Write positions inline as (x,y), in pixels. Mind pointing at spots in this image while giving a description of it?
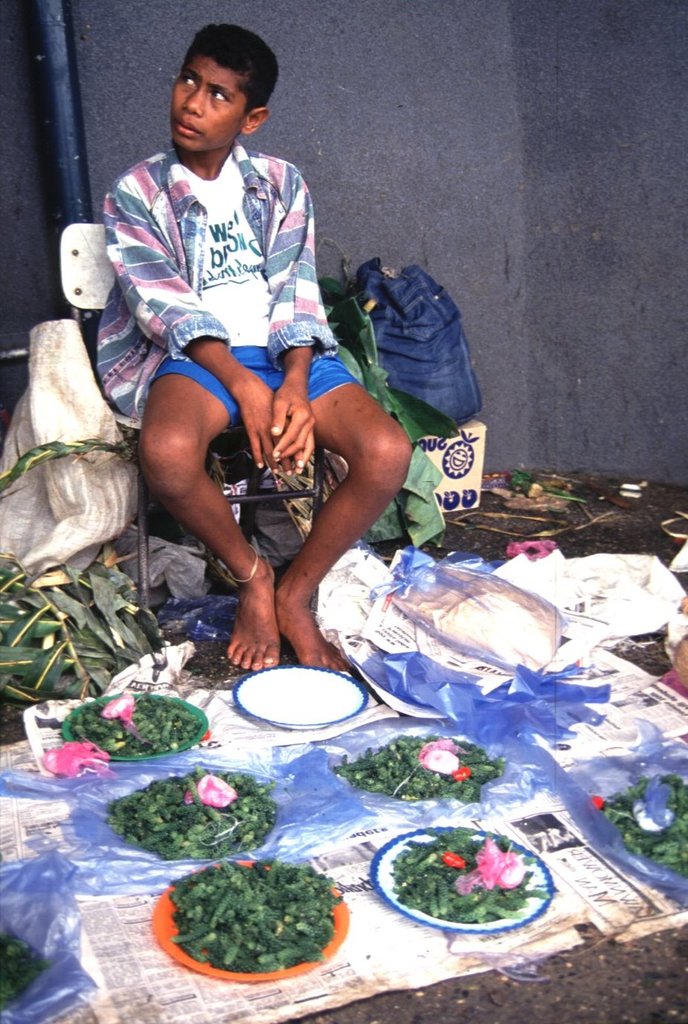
In this image we can see a person (311,340) sitting on the chair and we can also see leaves (54,603), papers (408,963) and some other objects (235,955).
